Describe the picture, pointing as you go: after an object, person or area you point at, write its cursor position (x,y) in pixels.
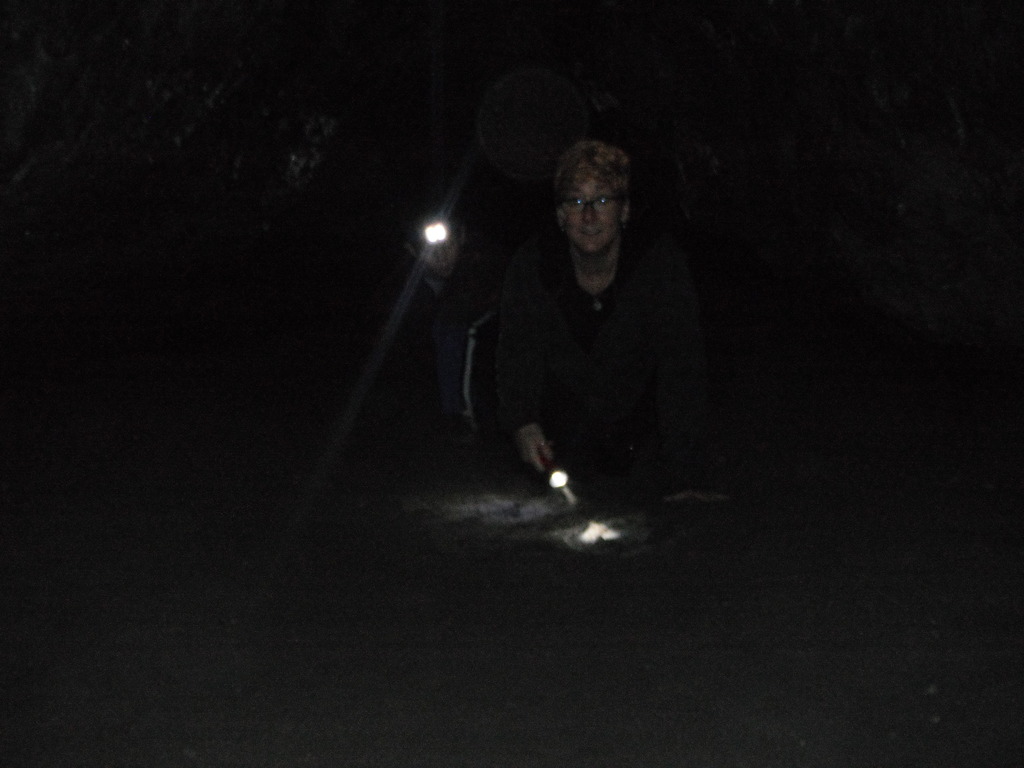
In this picture I can see 2 persons (522,257), who are holding lights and I see that this picture is in dark.
